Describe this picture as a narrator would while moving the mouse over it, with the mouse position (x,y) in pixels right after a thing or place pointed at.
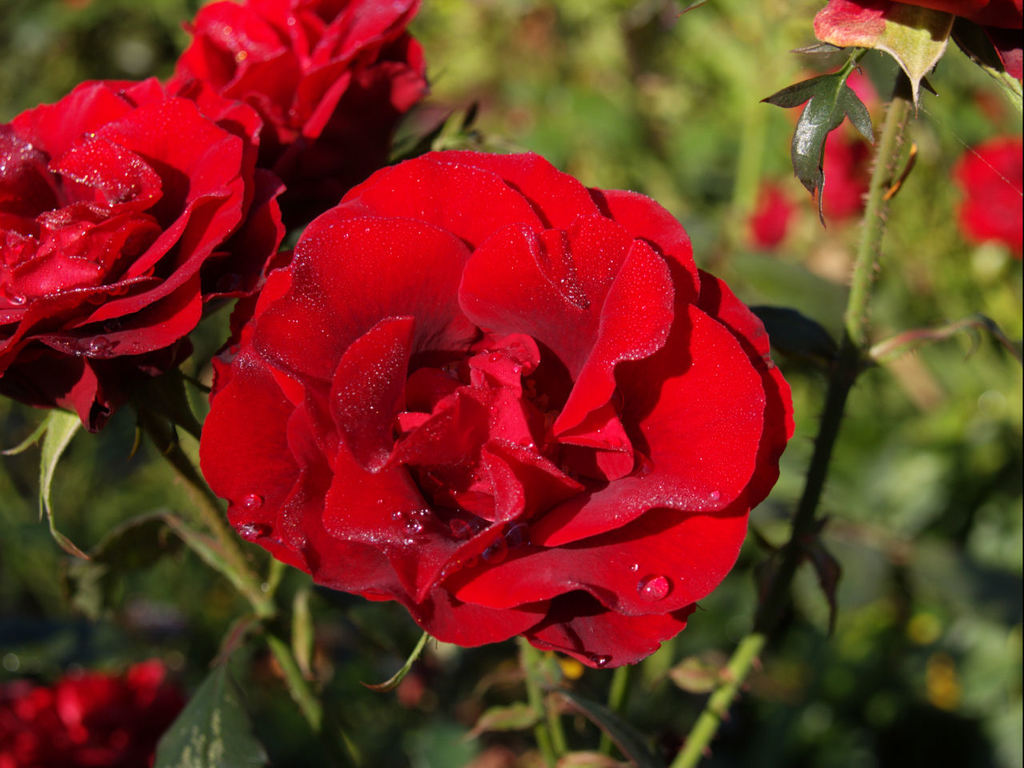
In this image there are plants (501,549) having flowers (446,305) and leaves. Background (650,53) is blurry.
